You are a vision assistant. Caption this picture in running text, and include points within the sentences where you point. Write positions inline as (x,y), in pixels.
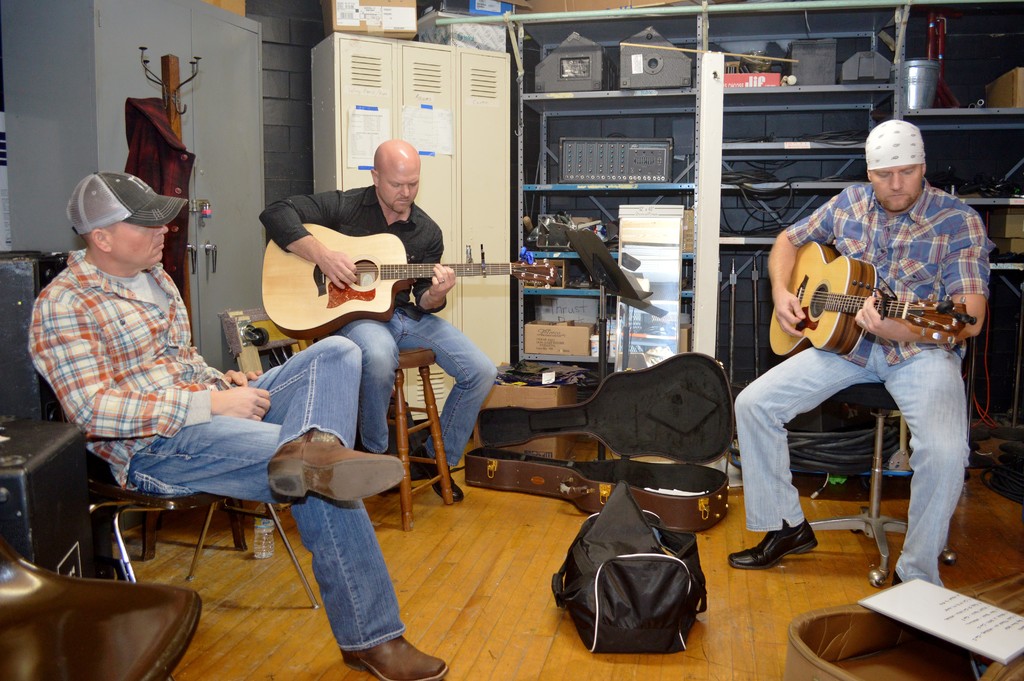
This picture describes about three people (152,360) they are all seated on the chair (882,442), two persons (441,490) are playing guitar (317,286), in front of them we can see some baggage (632,568) and musical instruments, in the background (225,40) we can see cupboards (207,40) and some other objects (543,242).
